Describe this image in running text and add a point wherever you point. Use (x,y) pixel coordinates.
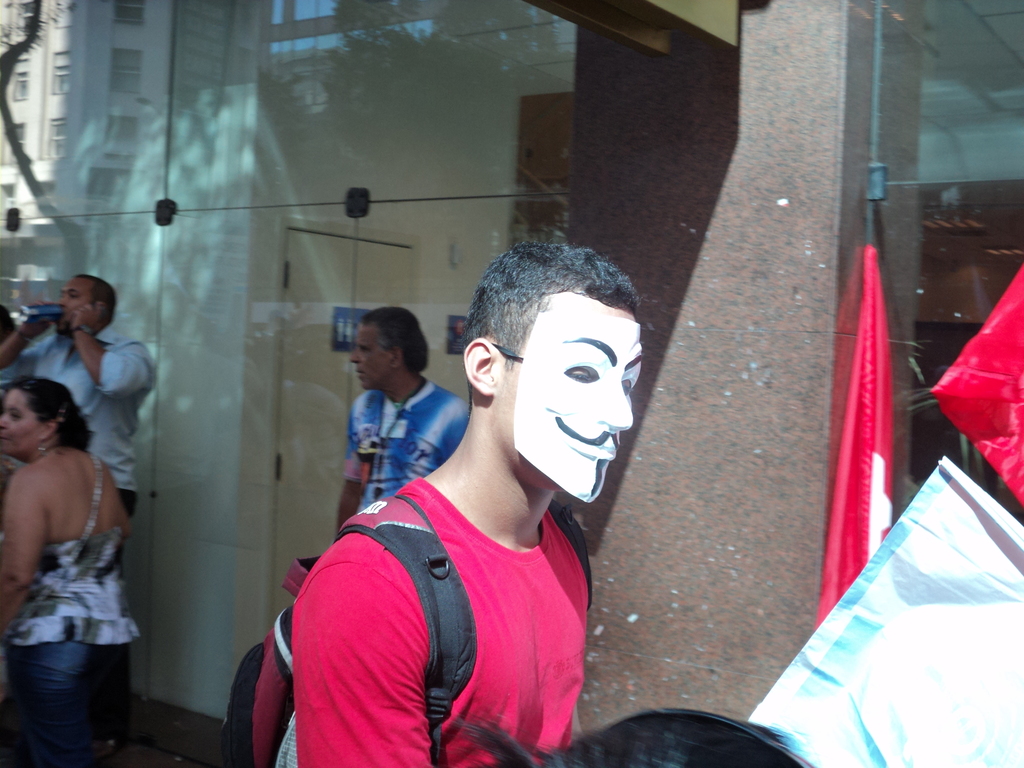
This image consists of some persons (521,619). The one who is in the middle (491,417) is wearing backpack (415,566) and he is wearing a red shirt (362,626). He is wearing a mask (618,372) to his face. There is cover (952,487) on the right side (990,555).
